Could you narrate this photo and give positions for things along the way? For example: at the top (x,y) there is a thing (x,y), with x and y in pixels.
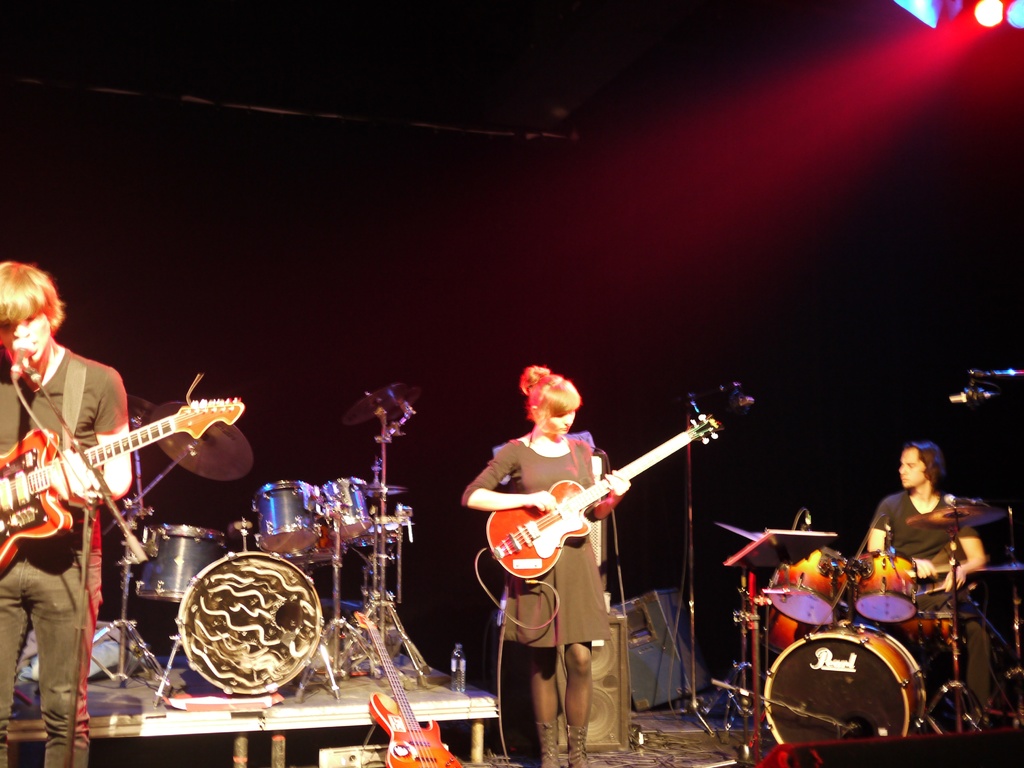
Here is the woman (556,575) standing and playing guitar (557,523). This is the man (83,519) standing and singing song. He playing guitar (36,488). These are the drums (291,520). I can see water bottle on the stage (457,705). These are the speakers (644,652). Here is another man (967,542) sitting and playing drums (872,624). This is the mic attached to the mike stand (134,539). The background (876,211) is dark. At the top right corner (957,17) I can see show light (954,15). This is another guitar (401,690).
